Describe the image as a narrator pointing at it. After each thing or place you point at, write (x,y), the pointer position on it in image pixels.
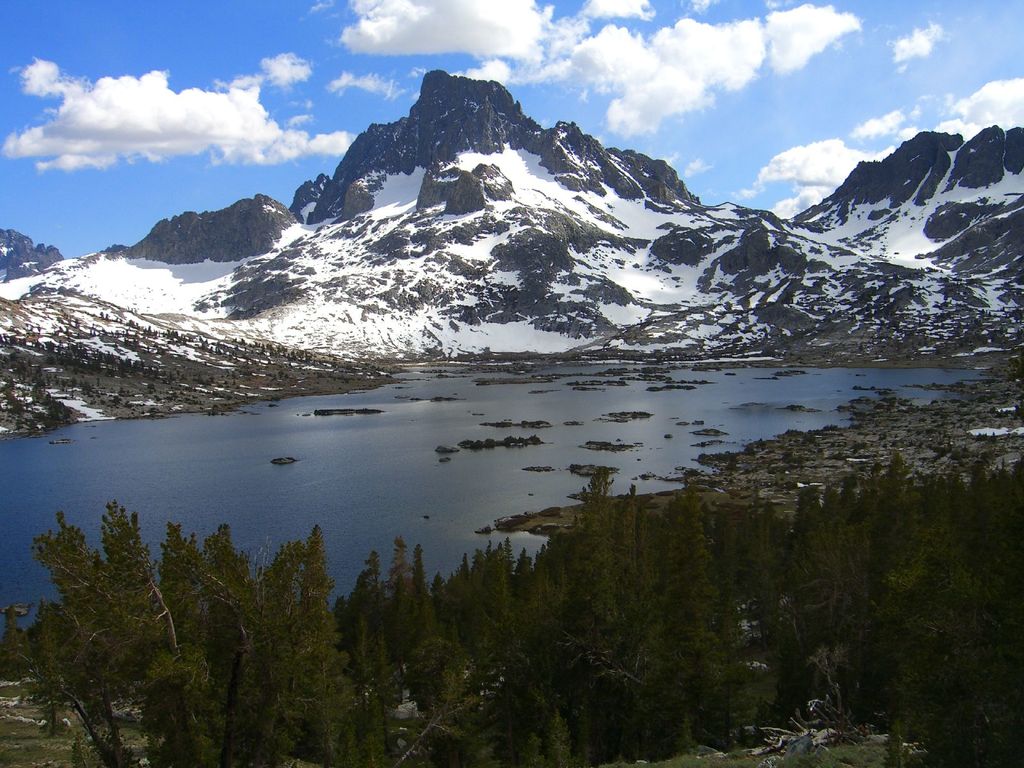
In the center of the image (372,485) there is water (415,471). At the bottom (264,702) we can see trees (783,625). In the background (359,268) there are hills (457,207) and sky (313,113).
